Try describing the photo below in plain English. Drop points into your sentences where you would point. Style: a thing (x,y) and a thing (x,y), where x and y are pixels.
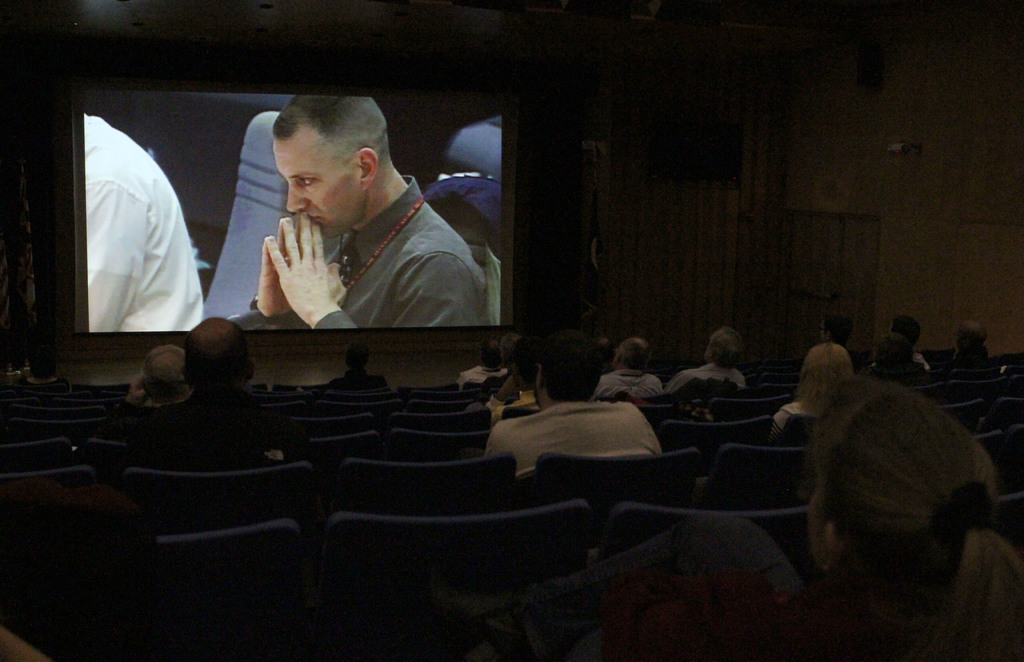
The image is taken in a theater (7,222). In the foreground of the picture (555,411) we can see people (493,410) sitting in chairs (405,506). In the center of the picture (470,271) it is screen (280,257), in the screen (317,257) there are people (282,235) and chairs (247,251). In the background (742,281) towards right (773,153) there is wall (855,130).
